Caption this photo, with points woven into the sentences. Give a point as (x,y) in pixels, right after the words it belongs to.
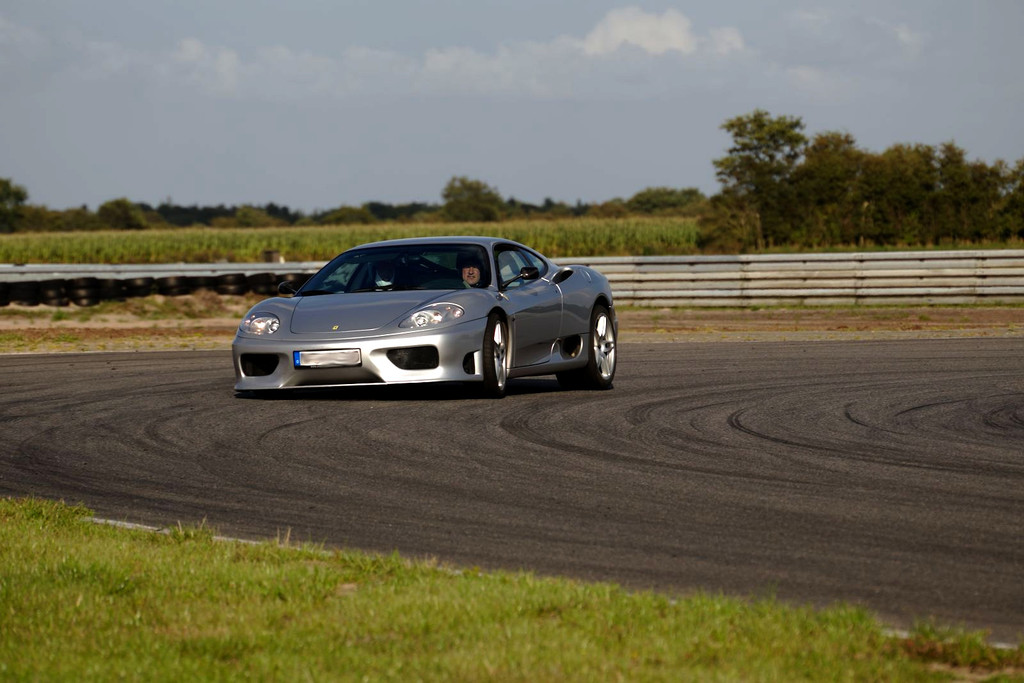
In this image I can see some grass (263,615) on the ground (331,566), the road (674,487) and a car (406,374) which is grey in color on the road (751,452). In the background (864,273) I can see the railing (740,279), few trees (174,216) and the sky (448,111).
